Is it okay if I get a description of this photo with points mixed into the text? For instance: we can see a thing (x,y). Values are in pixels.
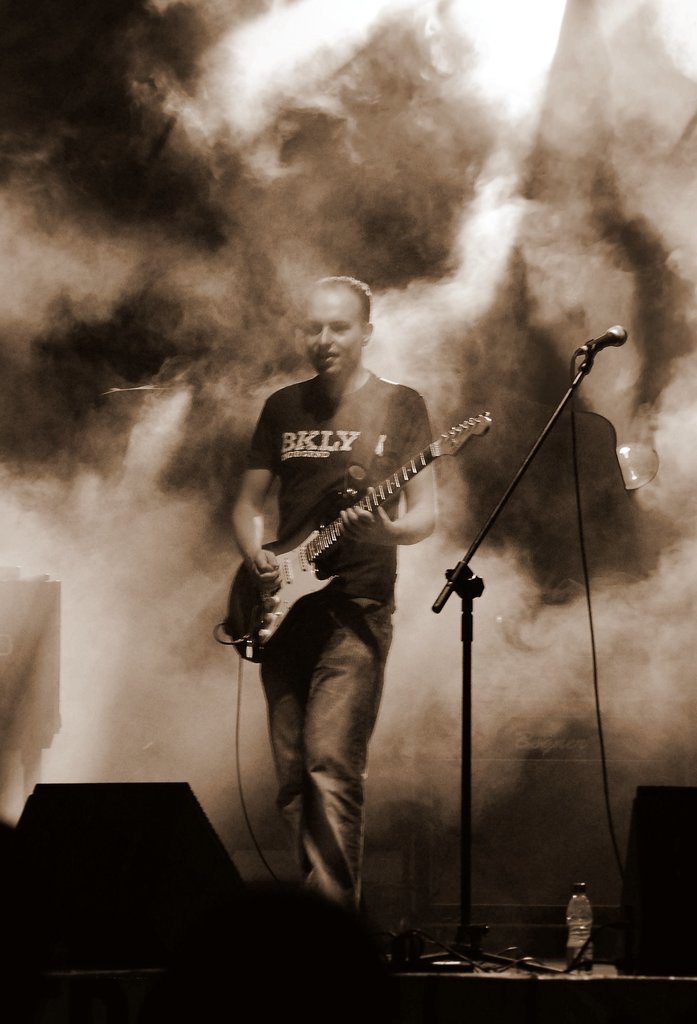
In this image, In the middle (322,486) there is a man (322,495) standing and he is holding a music instrument (307,579), In the right side (470,636) there is a microphone (466,604) which is in black color.
